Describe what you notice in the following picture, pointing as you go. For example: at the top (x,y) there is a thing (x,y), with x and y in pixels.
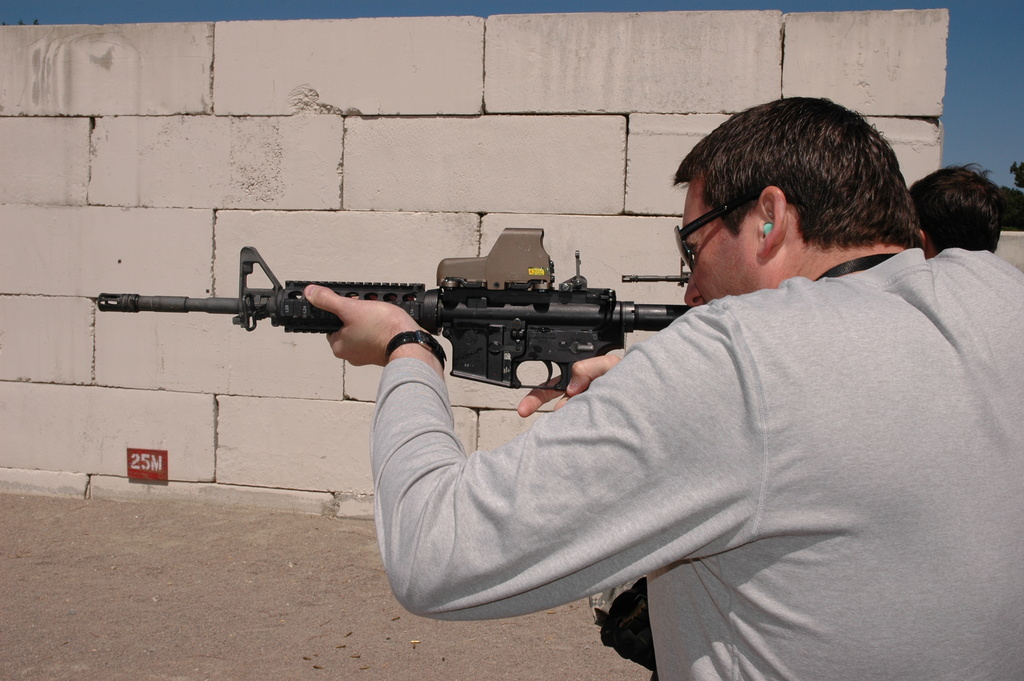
In the picture I can see a person (778,435) wearing grey T-shirt (719,434) is holding a gun (513,342) in his hands (596,360) and there is another person (956,202) beside him and there is a brick wall (468,175) in the background (323,103).
